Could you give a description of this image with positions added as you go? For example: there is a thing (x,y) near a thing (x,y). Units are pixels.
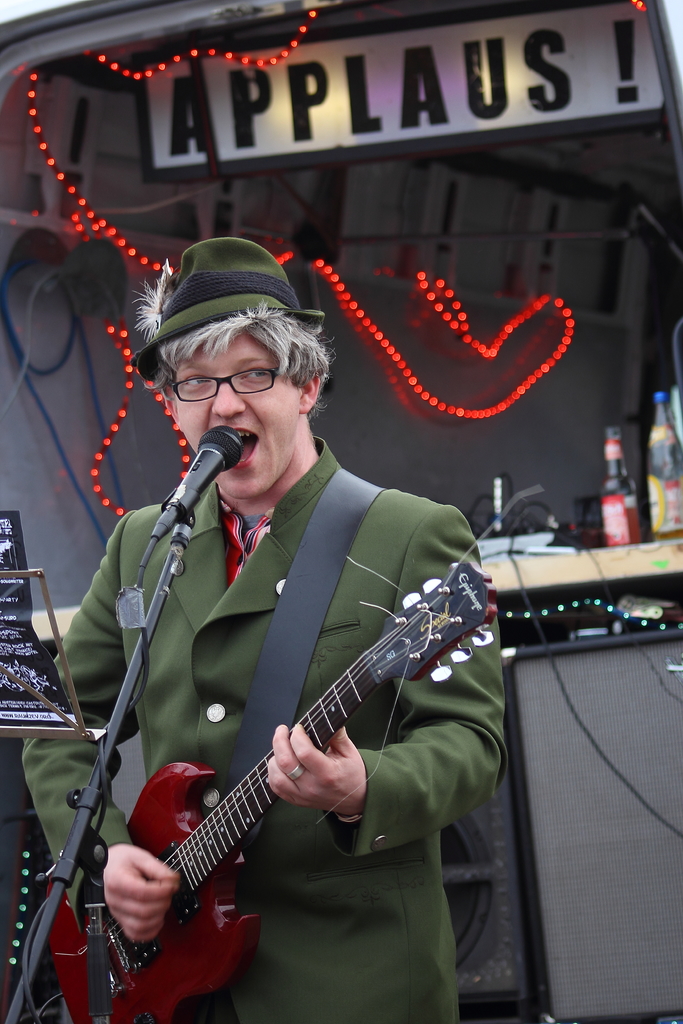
In this image in the center (240,359) there is one man (203,718) who is holding a guitar (402,652) and in front of him there is one mike (220,436) and it seems that he is singing. On the background (390,332) there are some lights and one board (491,78) and one wall (396,385) is there. And on the right side (663,466) there are two bottles (619,479) and some wires (528,526) are there.
